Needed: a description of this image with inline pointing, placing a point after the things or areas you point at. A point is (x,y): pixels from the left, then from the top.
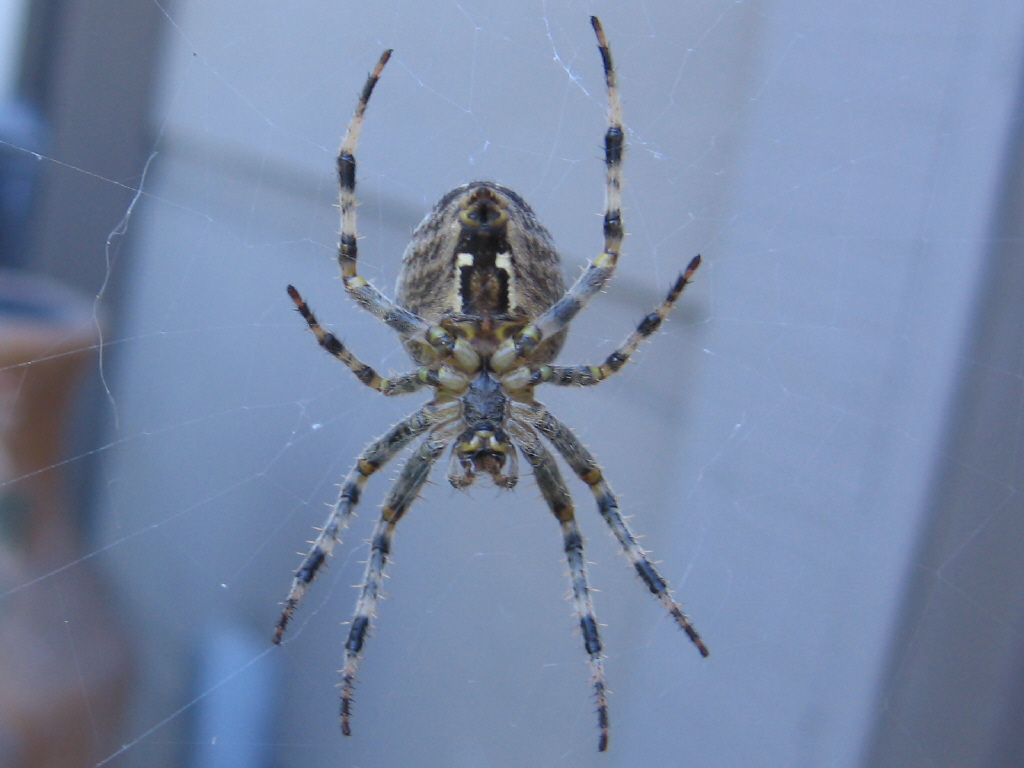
This picture shows a spider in the spider web (477,128) and we see a wall (679,239) and a pot (73,334) on the side.
